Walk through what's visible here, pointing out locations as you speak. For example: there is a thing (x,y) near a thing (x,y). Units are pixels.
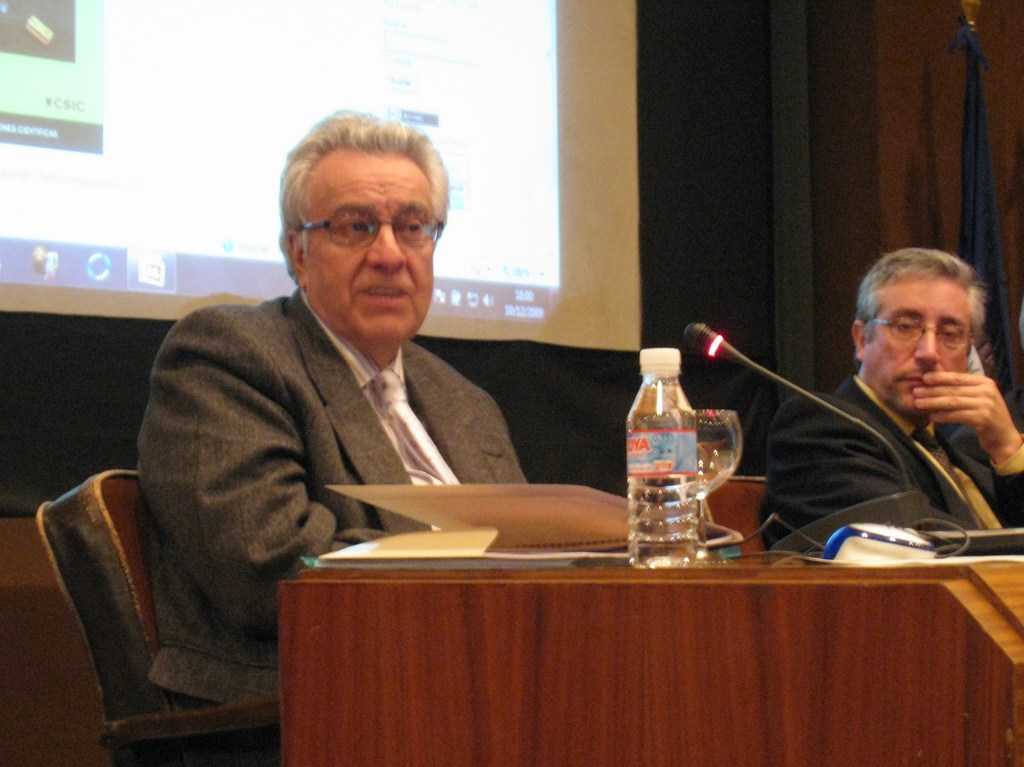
This picture is of inside the room (760,332). On the right (927,616) there is a table (803,630) on the top of a glass (734,434), a bottle (654,425), a book (506,528) and a microphone (727,347) is placed. On the right (891,327) there is a man (928,440) wearing a black color suit (853,446) and sitting on the chair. In the center (346,383) there is a man (300,420) wearing a suit (225,594), sitting on the chair (225,722) and seems to be talking. In the background (951,107) we can see a flag (967,61), a wall (886,66) and a projector screen (545,101).
